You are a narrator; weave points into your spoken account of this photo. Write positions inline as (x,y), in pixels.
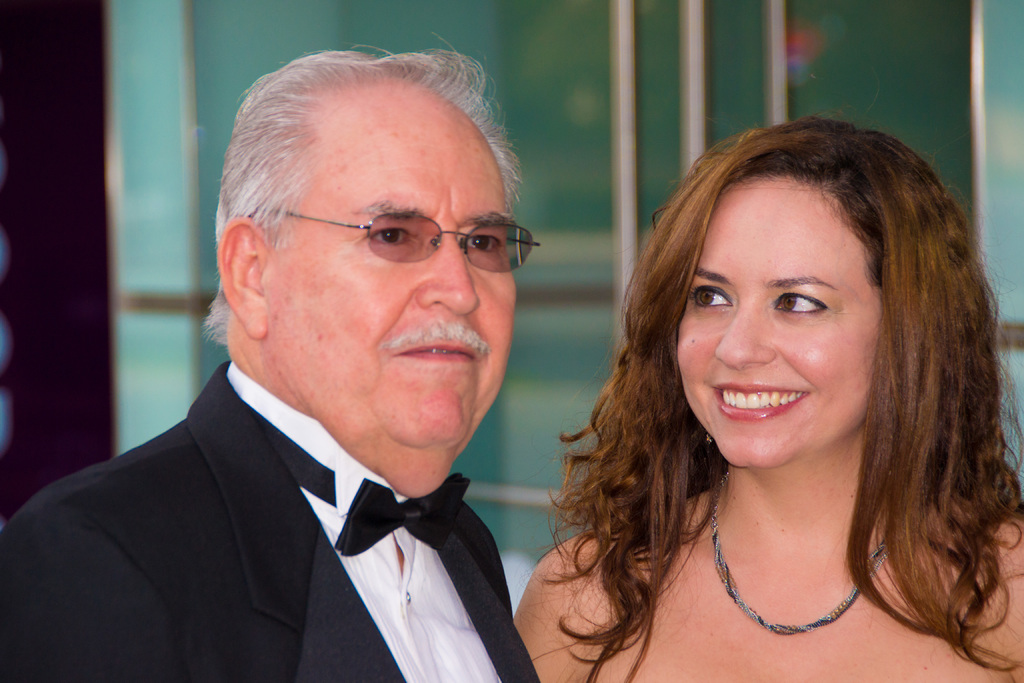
Here we can see a man (424,561) and woman (809,600) on the left (286,383) and right side (685,330) respectively. In the background (160,202) we can see glass doors (746,43).
